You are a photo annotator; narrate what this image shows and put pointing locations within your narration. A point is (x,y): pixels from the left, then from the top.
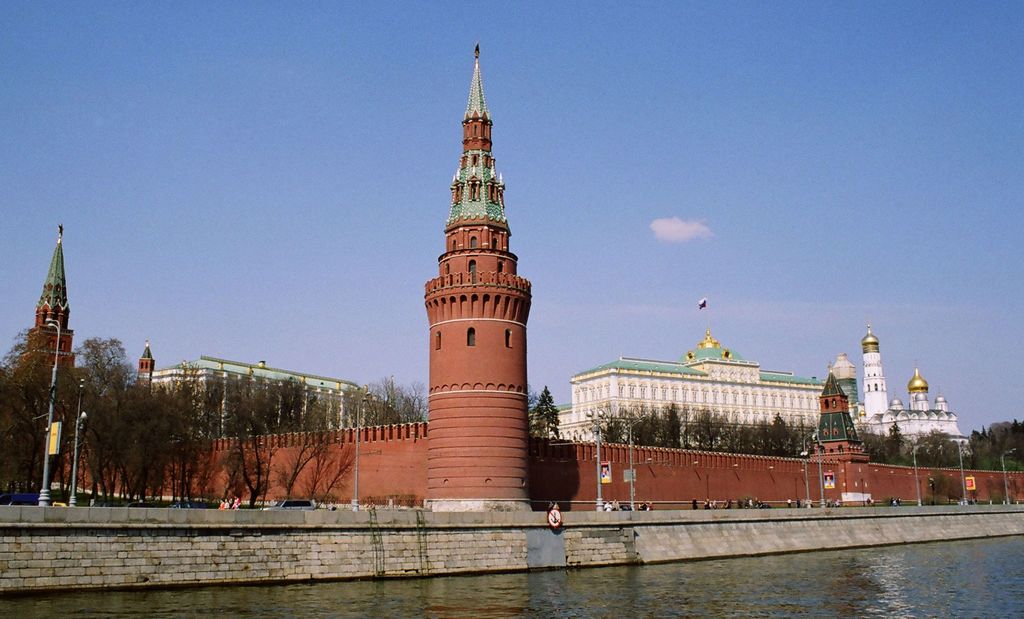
In this image, we can see buildings (639,390), trees (200,432), poles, boards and there is a flag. At the bottom (637,593), there is water (811,565) and at the top (593,141), there is sky (581,167).
